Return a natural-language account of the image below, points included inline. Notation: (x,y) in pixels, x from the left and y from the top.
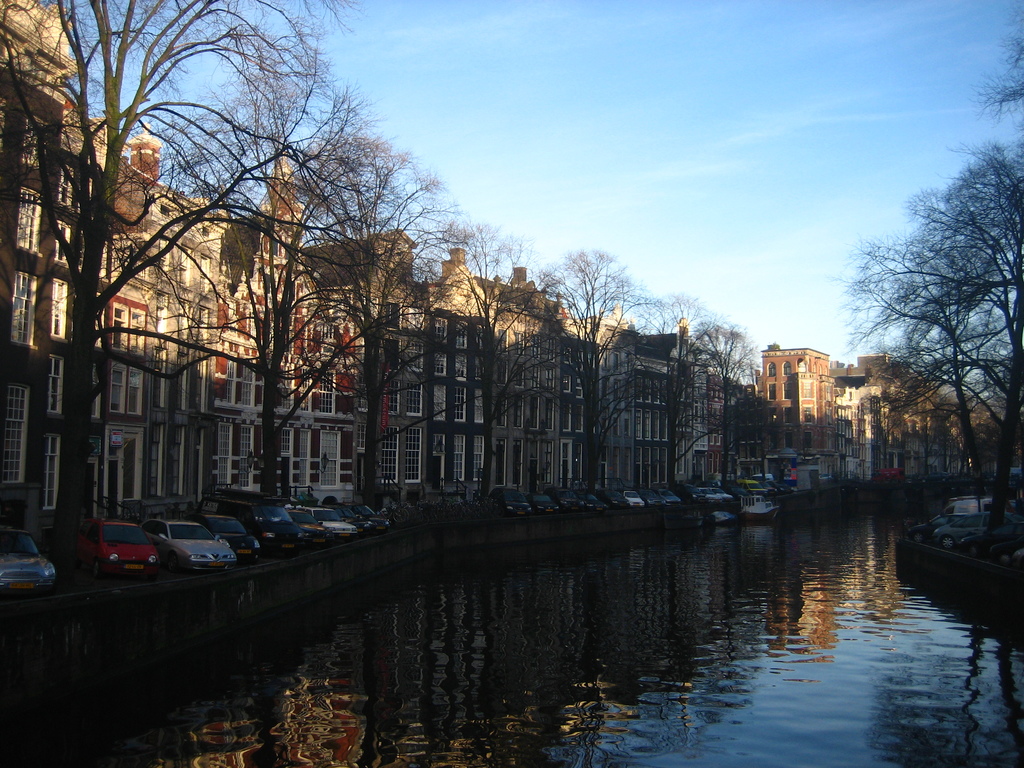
In this picture, we can see a few buildings (19,266) with windows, dry trees (485,328), boats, vehicles (1014,556) and we can see water (702,599), the sky (443,142) with clouds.
